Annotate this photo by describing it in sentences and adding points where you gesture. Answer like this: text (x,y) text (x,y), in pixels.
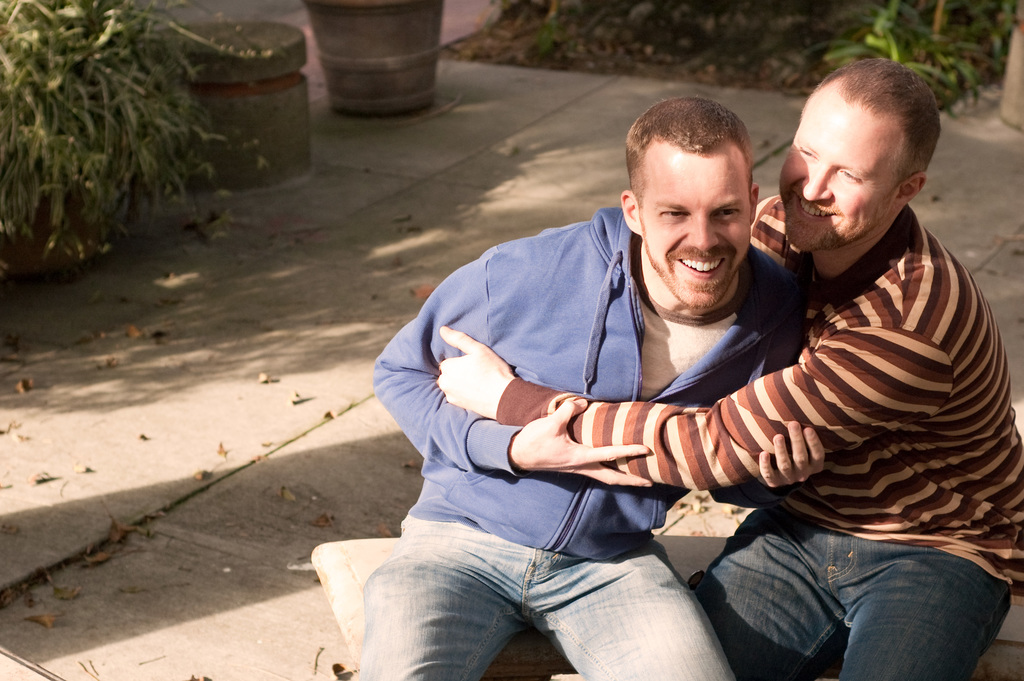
In this picture we can see two men (843,425) are sitting and smiling in the front (819,407), on the left side (106,98) and right side (944,57) there are plants (906,34), we can see some leaves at the bottom (125,533).
